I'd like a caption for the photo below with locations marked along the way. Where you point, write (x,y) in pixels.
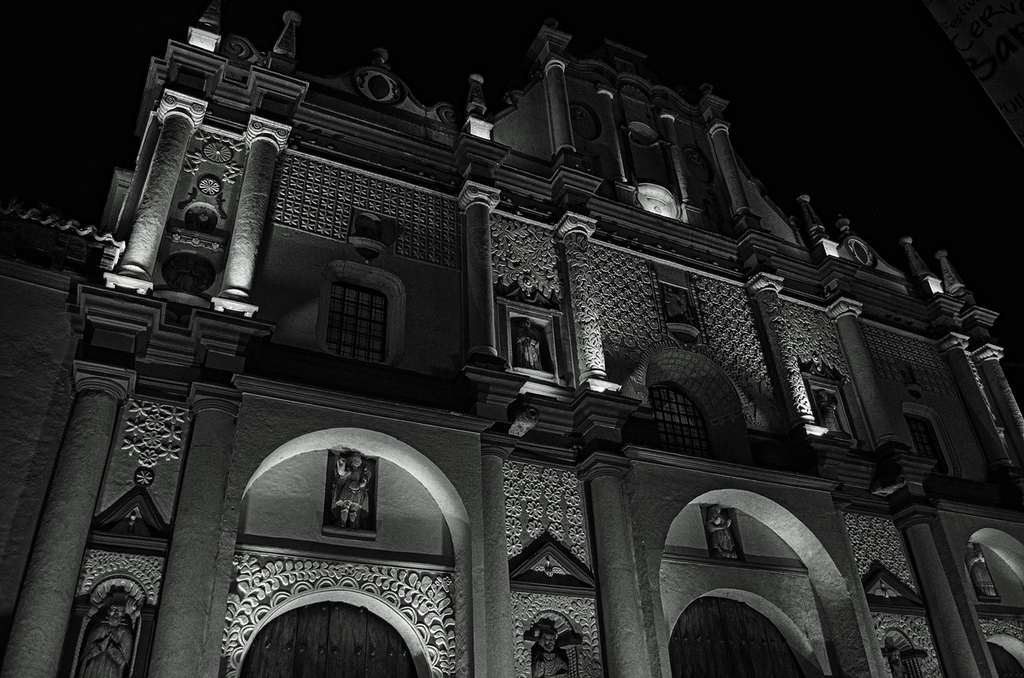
Here in this picture we can see a building (523,617) present over there and we can see some statues (353,508) present on it over there.
